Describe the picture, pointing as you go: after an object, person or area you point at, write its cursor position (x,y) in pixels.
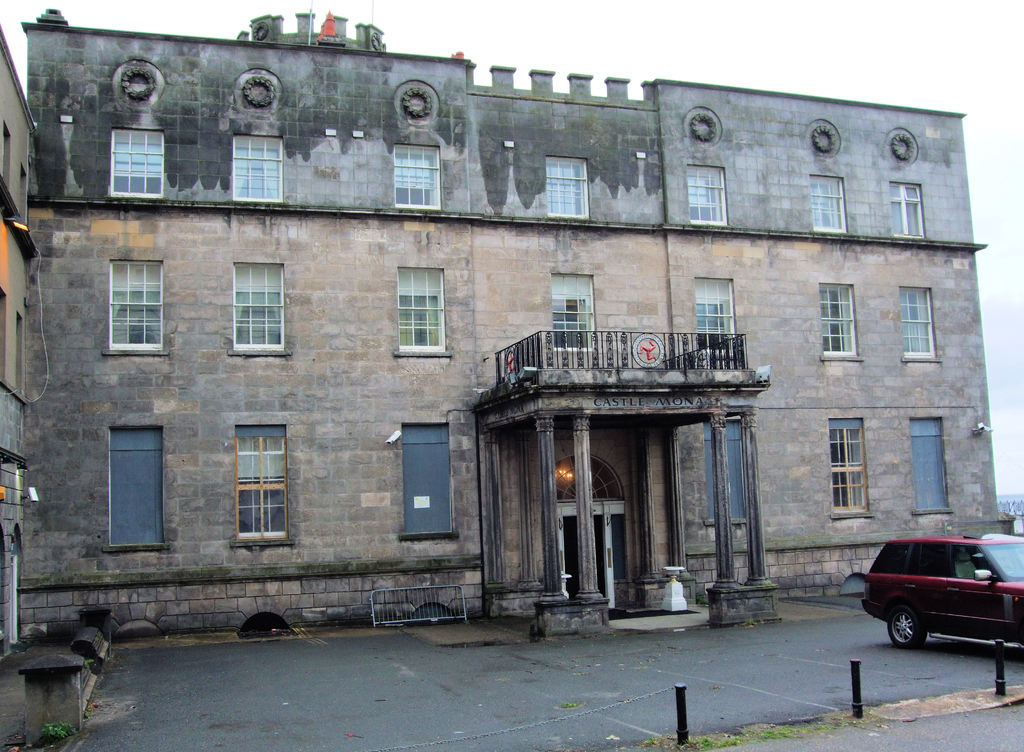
In this picture there is a building (187,449) in the center of the image (473,260) and there are windows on it, there is a car (931,624) on the right side of the image (898,644), which is red in color.
